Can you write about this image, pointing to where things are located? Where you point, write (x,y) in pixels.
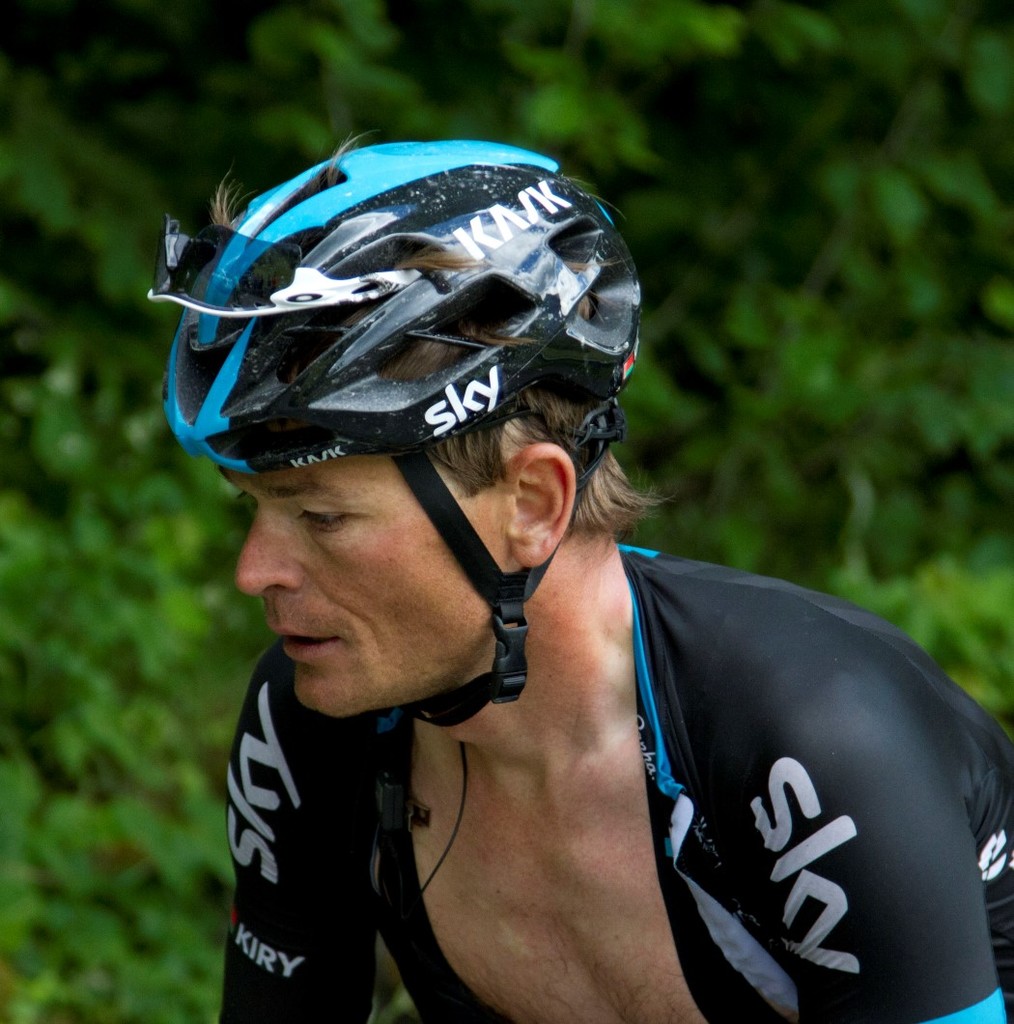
There is a person (454,629) wearing helmet (459,212). In the background (277,160) it is green and blurred.
